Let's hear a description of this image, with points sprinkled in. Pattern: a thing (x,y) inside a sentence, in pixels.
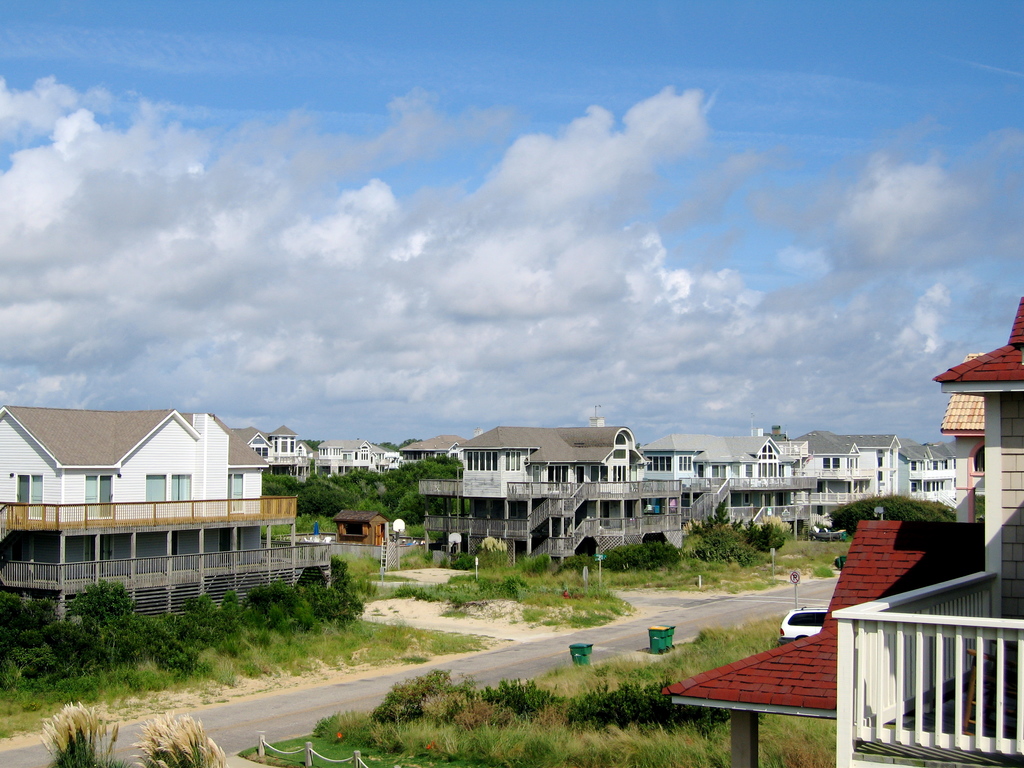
In this picture we can see plants (451,696), grass (575,687), board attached to a pole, buildings (595,527), dustbins (670,636) on the road (789,601), car (788,620) and trees (754,553). In the background of the image (647,281) we can see the sky (652,303).
